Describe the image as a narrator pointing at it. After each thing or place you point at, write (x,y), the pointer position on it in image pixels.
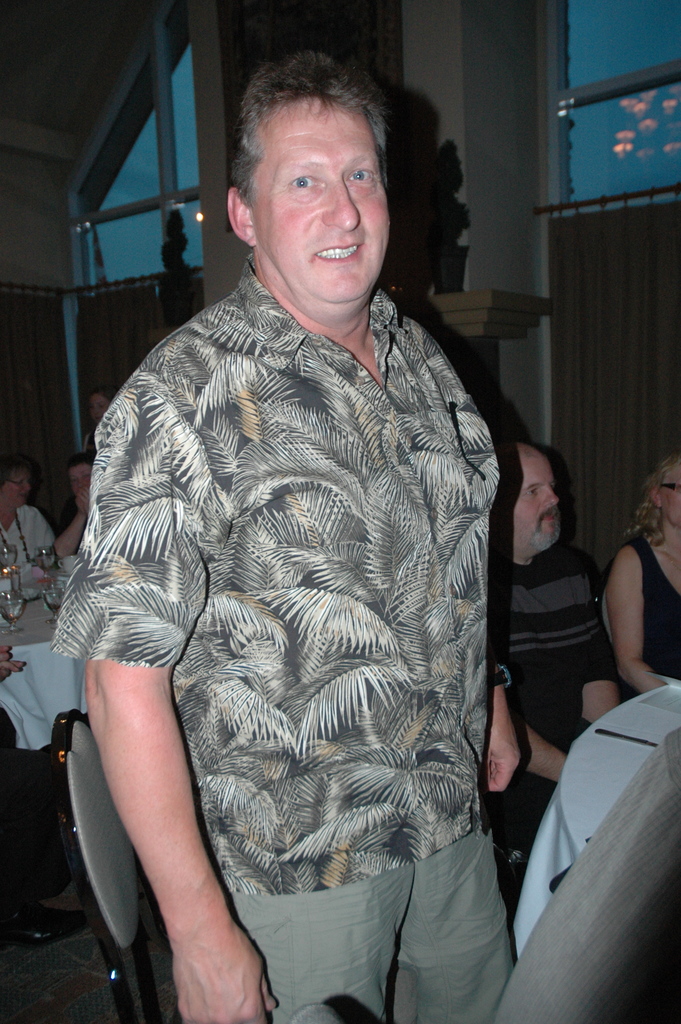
In the center of the image (361,525), we can see a person (318,618) standing and in the background (519,798), there are people (566,568) sitting on the chairs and we can see some glasses (48,554), cloths (40,657) and some other objects (33,571) on the tables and there is a wall (510,140) and we can see curtains (640,311).
